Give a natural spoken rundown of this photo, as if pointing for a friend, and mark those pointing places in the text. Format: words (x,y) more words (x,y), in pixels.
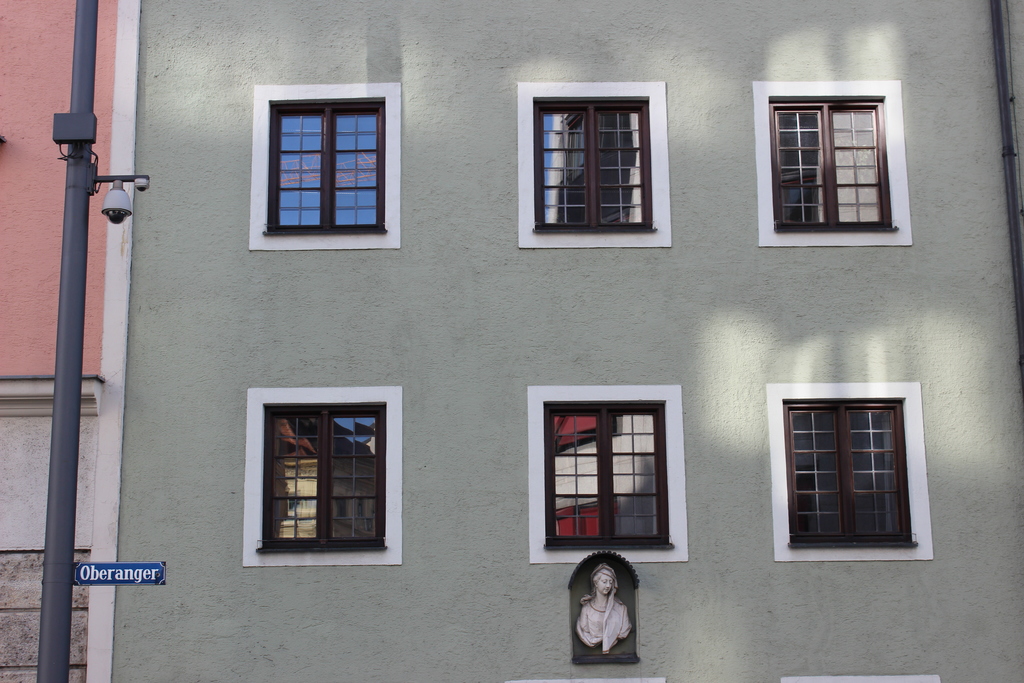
In this image we can see the sculpture (622,629) on the building (649,300). And we can see the windows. And we can see a pole (90,156) and a camera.
